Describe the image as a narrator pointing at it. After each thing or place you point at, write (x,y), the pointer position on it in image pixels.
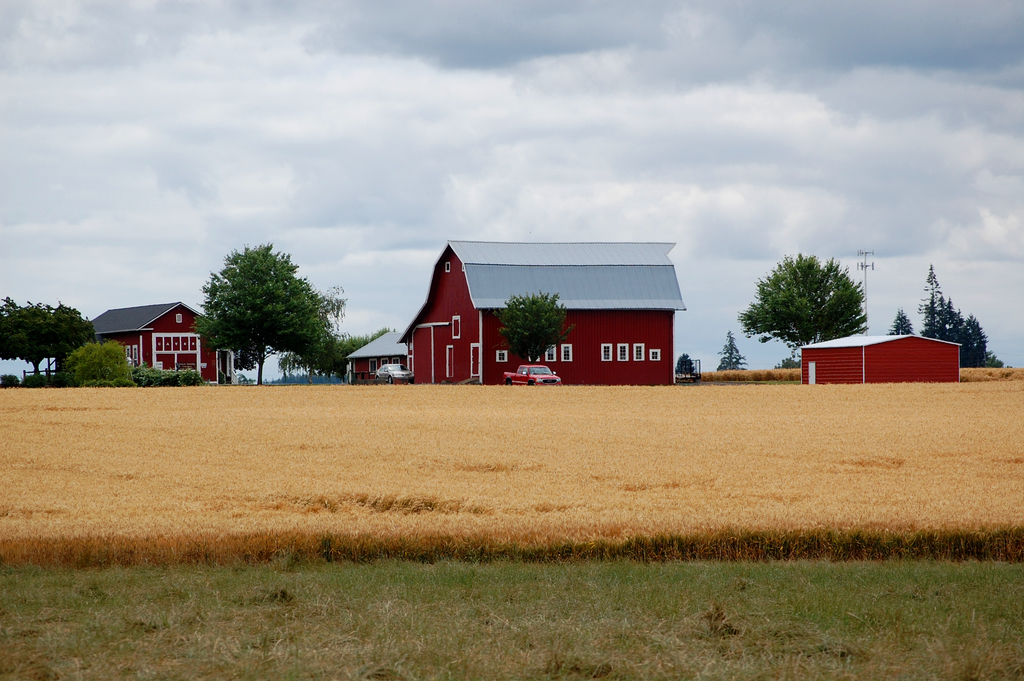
This picture is taken beside the farm (625,386). In the center (537,403) there is a field (626,396). Beside the field (524,472), there are houses (639,308) which are in red in color. In between them, there are trees (283,330). On the top (512,102), there is a sky (618,104) with clouds (660,123).
